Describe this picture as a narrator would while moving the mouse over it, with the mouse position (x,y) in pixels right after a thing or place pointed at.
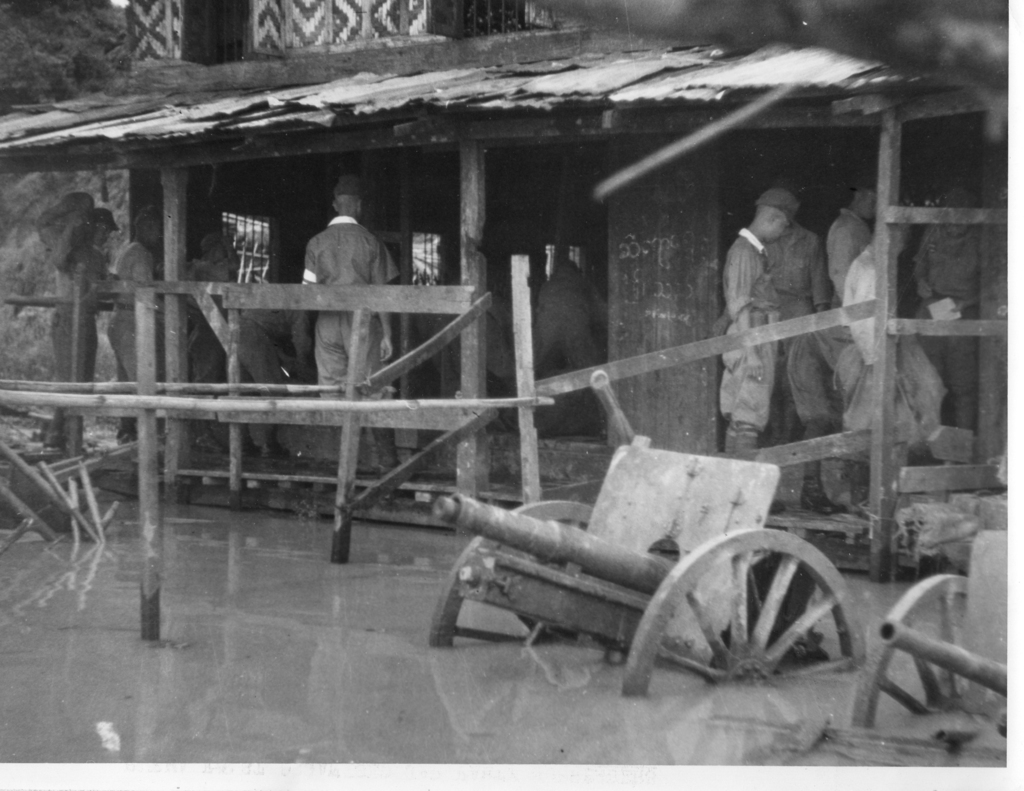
In this image I can see few vehicles (726,470) in the water (852,673), background (800,266) I can see few persons (93,211) standing and I can also see the building (341,41). In front (354,446) I can see few wooden sticks (306,293) and the image is in black and white.
